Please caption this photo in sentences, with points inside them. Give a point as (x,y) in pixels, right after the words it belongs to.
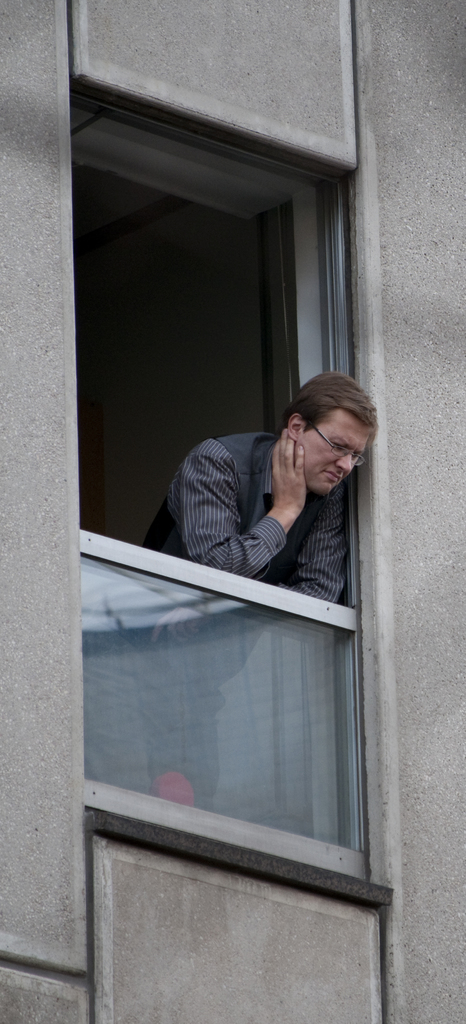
In this image I can see a man (281,548) is standing. The man (264,493) is wearing spectacles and a shirt (219,510). Here I can see a window (330,828) and a wall (405,788).
